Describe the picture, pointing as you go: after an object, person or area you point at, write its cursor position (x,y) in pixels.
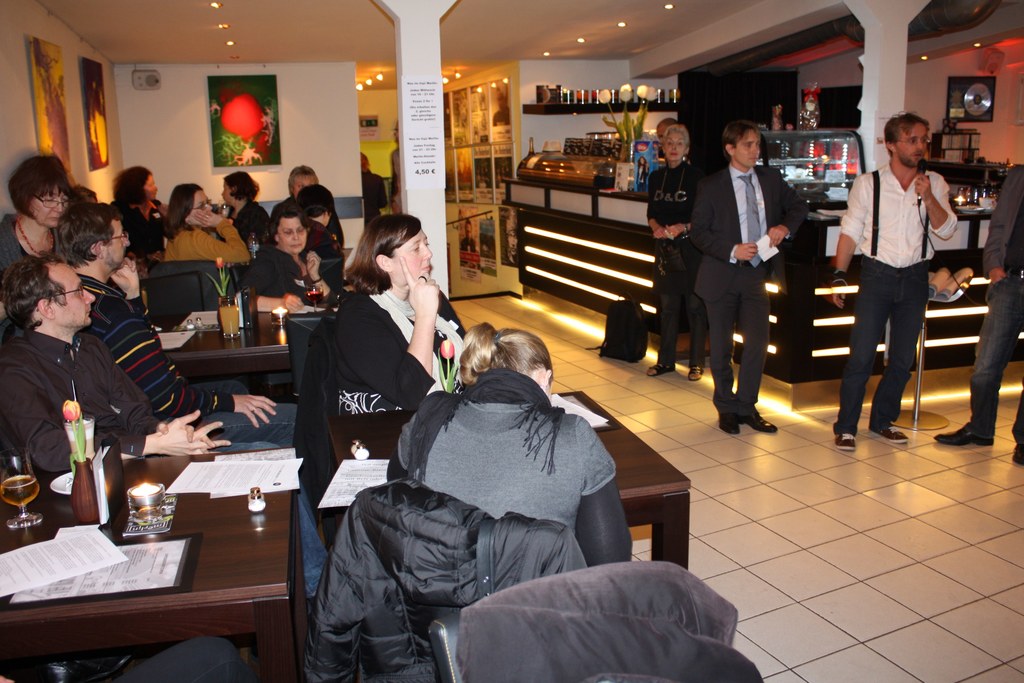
This image is taken in indoors. There are many people (268,440) in this image, few are sitting and few of them are standing. In the left side of the image (119,531) there is a table (169,536) with a glass (17,501), flower vase (89,488), candle (148,490), tissues (106,507), plate (60,483), candle holder (129,504) and few papers (218,480) on it. In the right side of the image (904,331) a man (905,289) is standing and singing and few people (760,234) are standing. In the background (478,112) there is a wall (284,86) with picture frames (246,118) and lights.
